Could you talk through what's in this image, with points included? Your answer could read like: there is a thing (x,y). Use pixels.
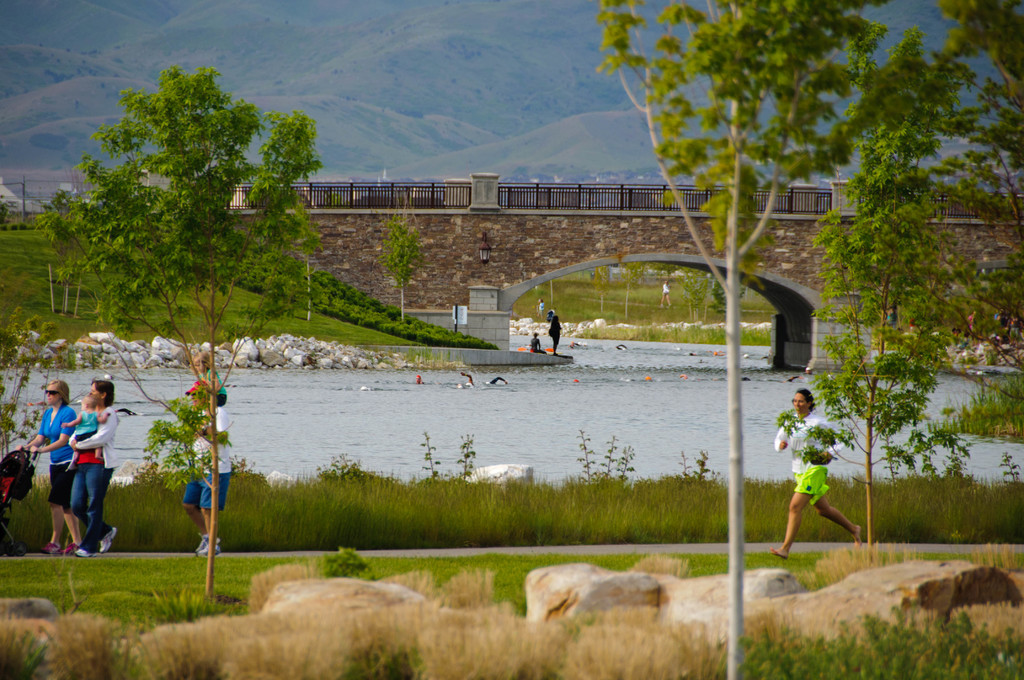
In this image we can see a group of people (53,495). In that a woman (85,472) is carrying a baby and a person (506,380) is swimming in the water (509,434). We can also see some grass (493,511), plants (648,643), stones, trees (844,360), a board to a pole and a bridge (460,286) with railing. On the backside (970,147) we can see the hills (497,172).
